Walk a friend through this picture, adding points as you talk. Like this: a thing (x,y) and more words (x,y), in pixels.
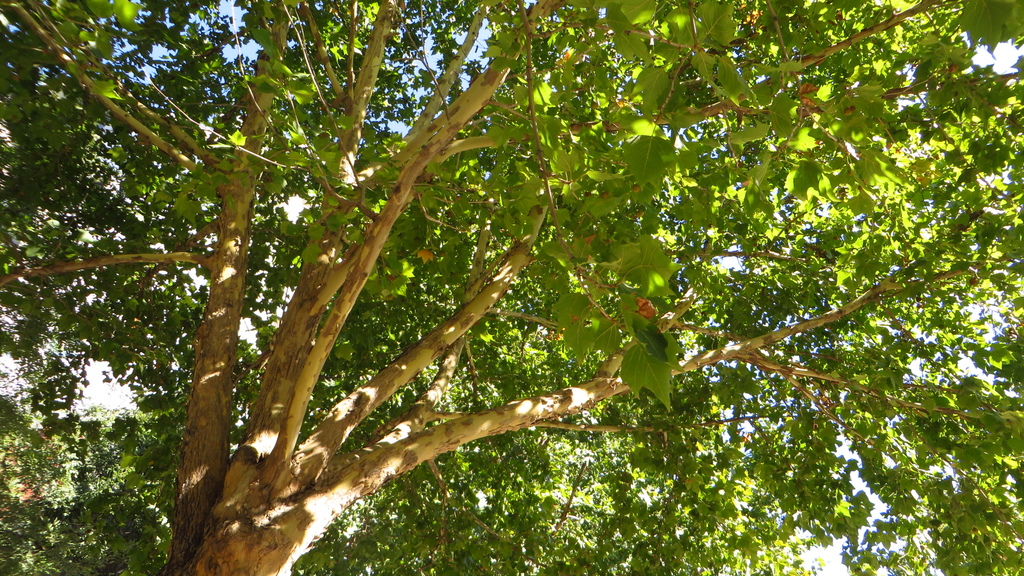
In the center of the image (419,254) there is a tree (423,342). In the background (224,47) we can see sky (235,58).
